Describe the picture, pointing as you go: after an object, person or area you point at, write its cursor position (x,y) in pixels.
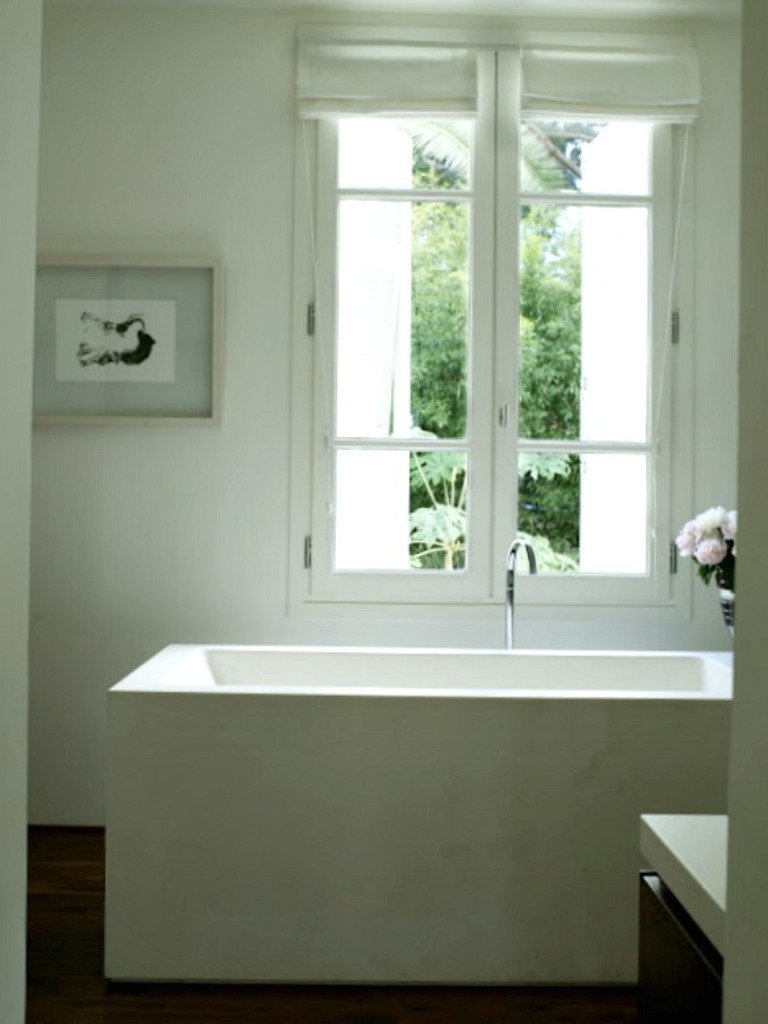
In this image I can see the bathtub (457,733). I can see the flower vase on it. In the background (681,587) I can see the frame (150,285) and the window (392,465) to the wall (191,531). I can see the trees (530,212) through the window (484,285).
